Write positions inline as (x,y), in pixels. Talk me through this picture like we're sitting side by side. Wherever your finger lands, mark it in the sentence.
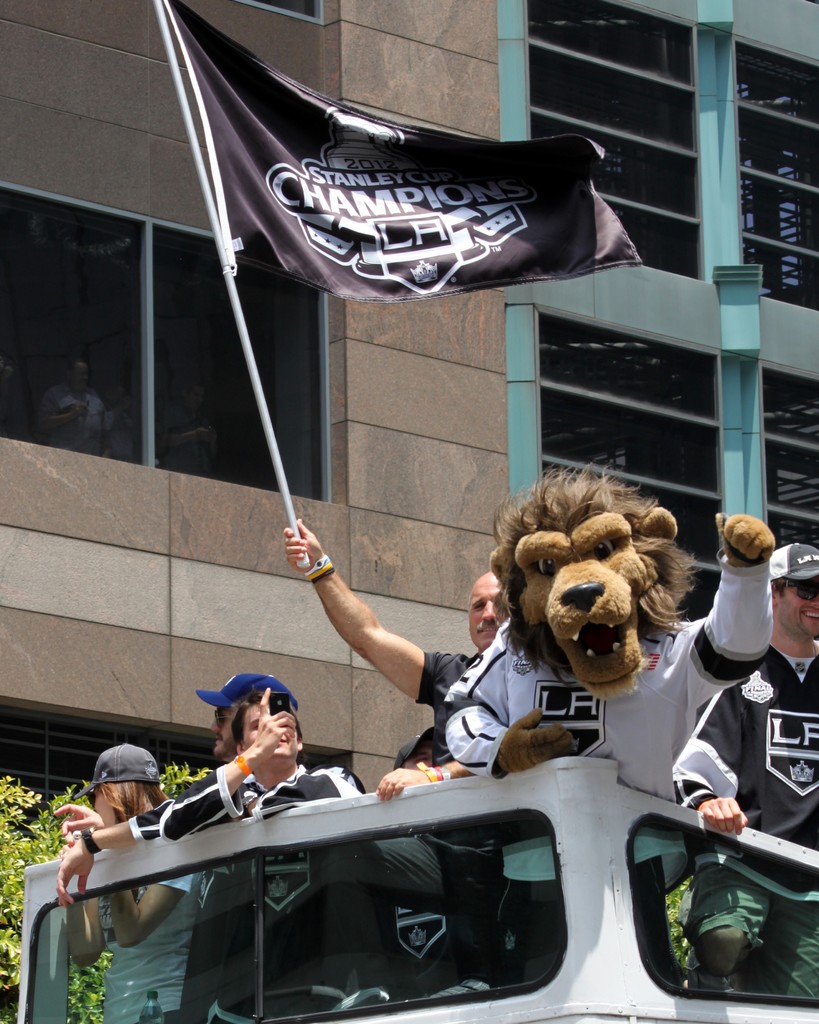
In this image in the middle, there is a man (251,732), he wears a t shirt (311,794), he is holding a mobile (280,709), behind him there is a man (446,693), he wears a shirt (424,676), he is holding a flag (256,226), in front of him there is a man (570,683), he wears a lion costume (586,643). On the left (141,787) there is a woman (141,799). On the right (751,774) there is a man (733,815), they all are on the vehicle (512,961). In the background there are plants (192,771), building (252,517), window (136,369), glass (300,360) and wall (431,399).
